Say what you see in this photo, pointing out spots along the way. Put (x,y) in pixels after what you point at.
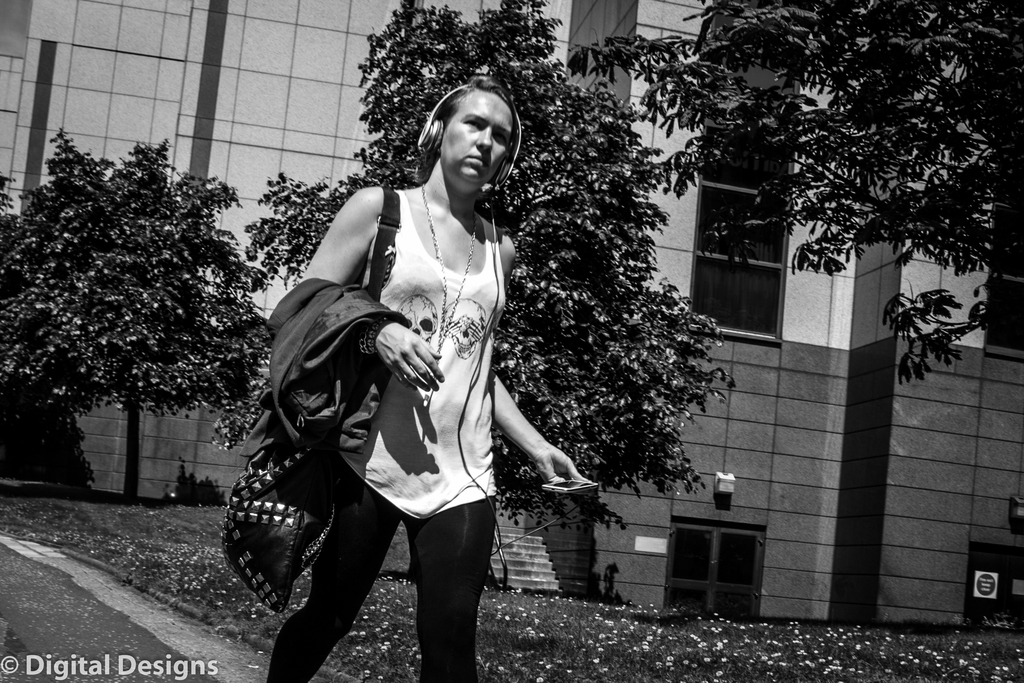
This is a black and white image in this image there is a lady (443,338) walking on a road (232,656), in the background (322,162) there are trees (616,144) and a building (224,42) in the bottom left (51,666) there is some text (131,673).
